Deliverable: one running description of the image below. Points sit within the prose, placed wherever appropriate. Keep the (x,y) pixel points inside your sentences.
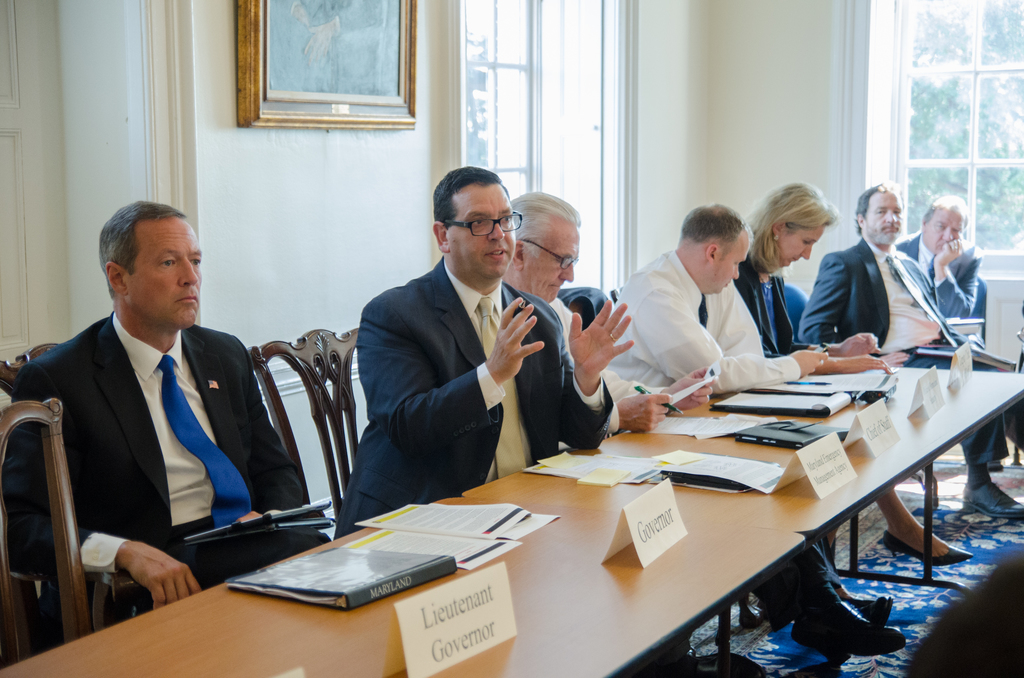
In this image I can see the group of people (396,367) sitting in-front of the table (556,562). On the table (576,596) I can see many papers (568,470), book (436,562), laptop (776,438) and the boards (795,469). In the background (299,123) I can see the frame (330,115) and windows (600,106) to the wall (638,134). I can see the trees (921,120) through the window (935,121).
